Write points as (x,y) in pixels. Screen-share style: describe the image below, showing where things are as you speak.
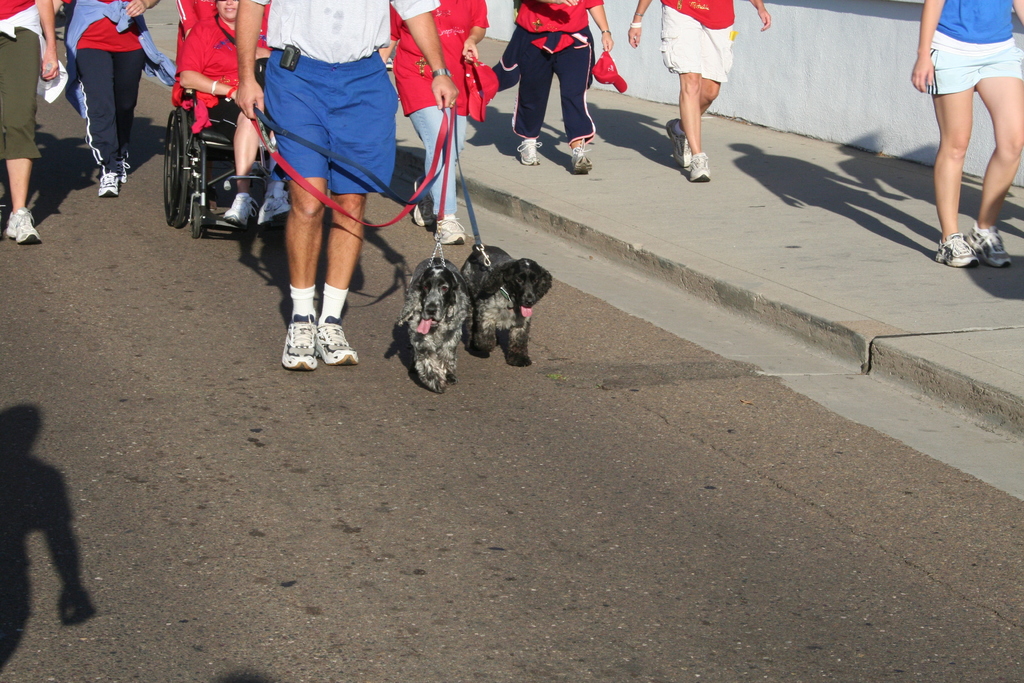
In the picture we can see group of people (113,99) who are walking on road (144,235), some are walking along the footpath (729,123), we can see a person (346,272) holding leash (467,190) of two dogs (424,318) and walking along with them and there is a person (218,100) sitting in a wheelchair (199,161).
